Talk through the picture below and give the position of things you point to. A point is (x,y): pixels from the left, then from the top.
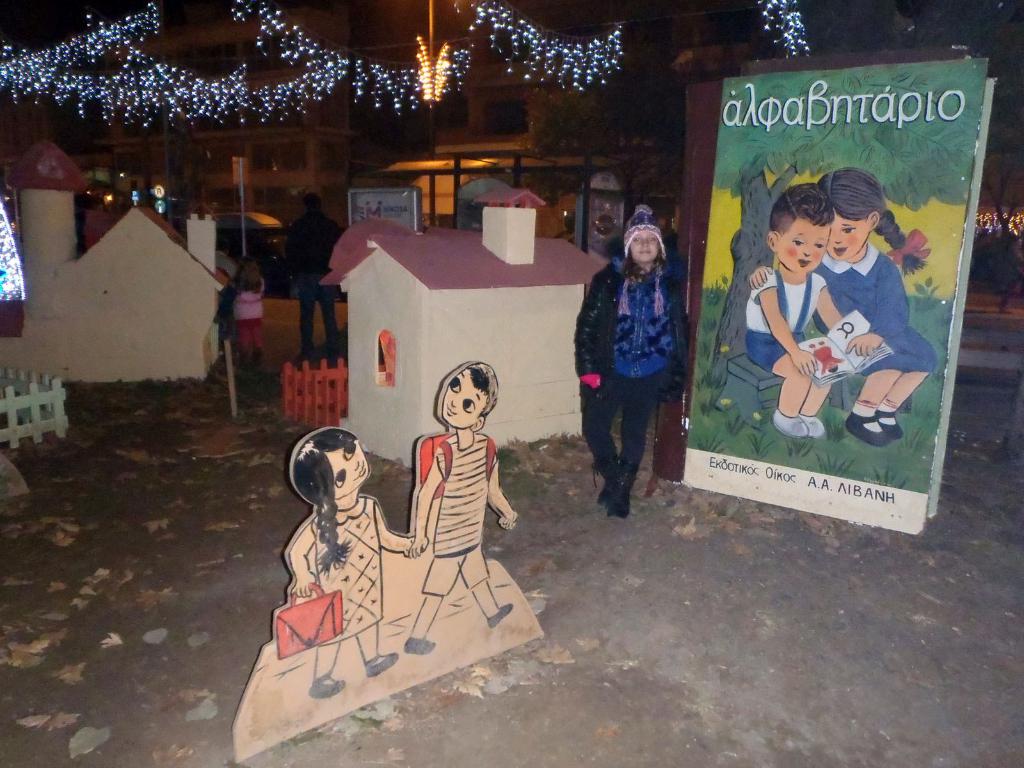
In this image I can see boards (351,445), posters (783,484), houses (28,314), fence (342,416), group of people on the road (929,583), vehicles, light poles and decorating lights (154,90) on buildings (332,117). This image is taken may be during night.
